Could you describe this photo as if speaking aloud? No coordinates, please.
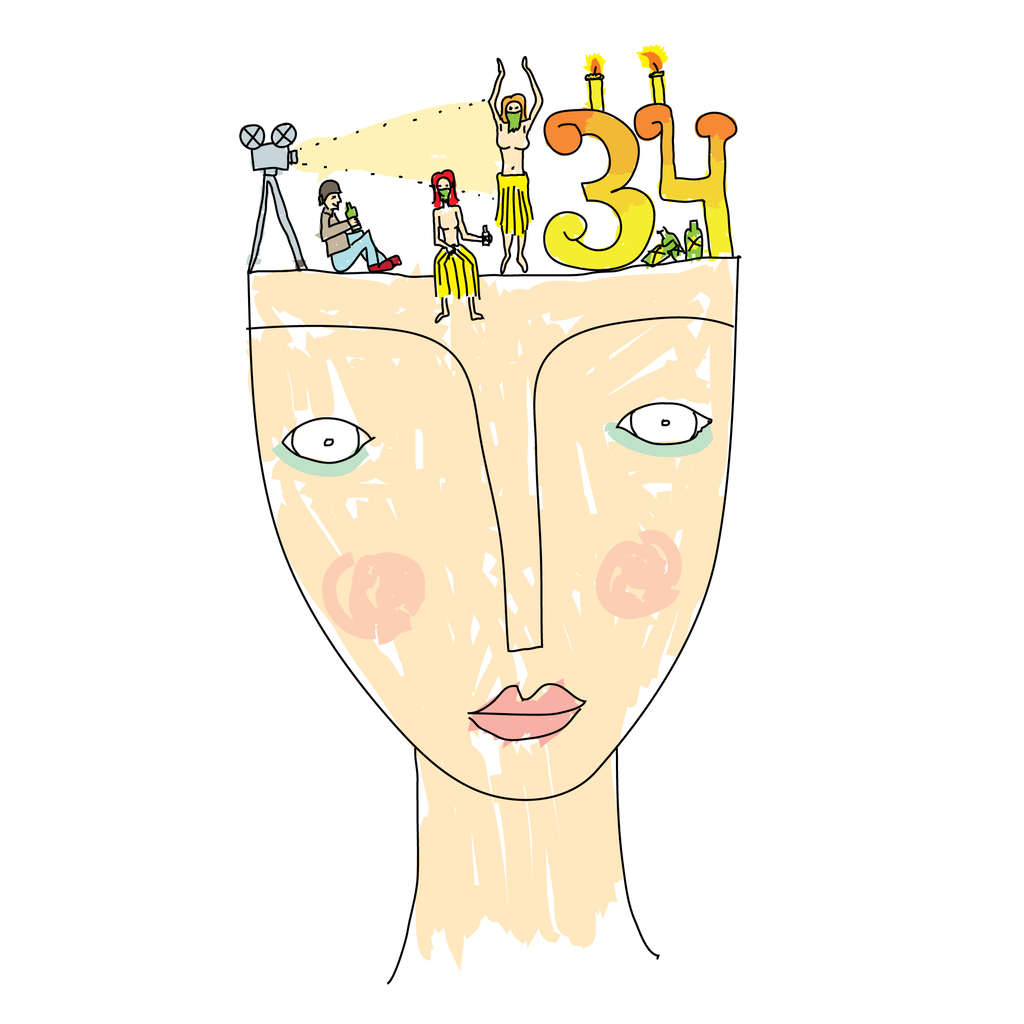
It is the drawing of an animated image.
